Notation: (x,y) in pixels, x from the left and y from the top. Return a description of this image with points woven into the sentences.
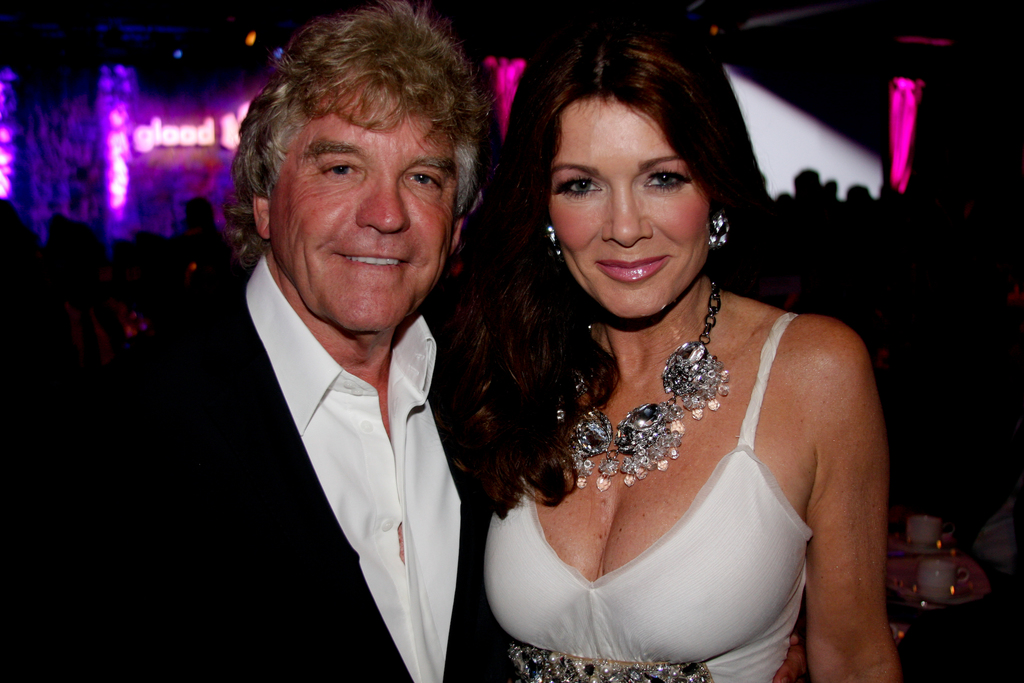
In this image we can see a man (300,245) and a woman (641,506) standing. On the backside (946,551) we can see some cups (939,568) in the plates (963,595), a group of people (161,270) standing, some lights (123,160) and text (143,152) on a wall (204,152).
